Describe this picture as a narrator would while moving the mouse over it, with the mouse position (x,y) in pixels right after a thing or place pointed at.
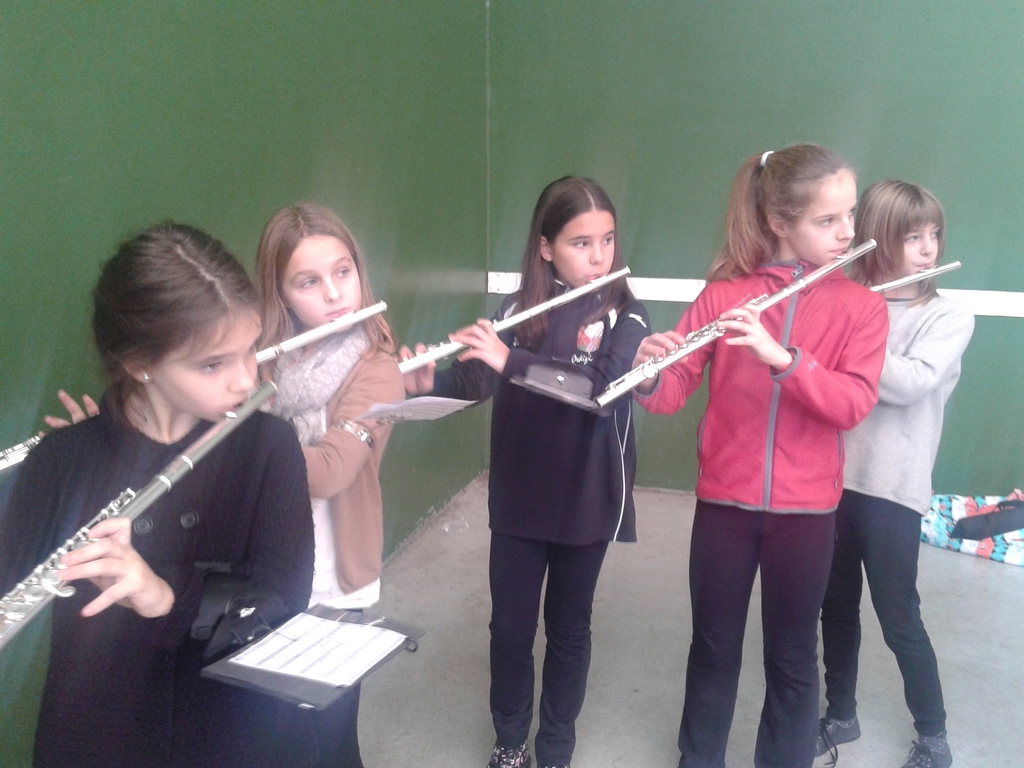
In this image I see 5 girls (937,690) and all of them are holding flutes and In the background (56,125) I see the wall (985,468).
